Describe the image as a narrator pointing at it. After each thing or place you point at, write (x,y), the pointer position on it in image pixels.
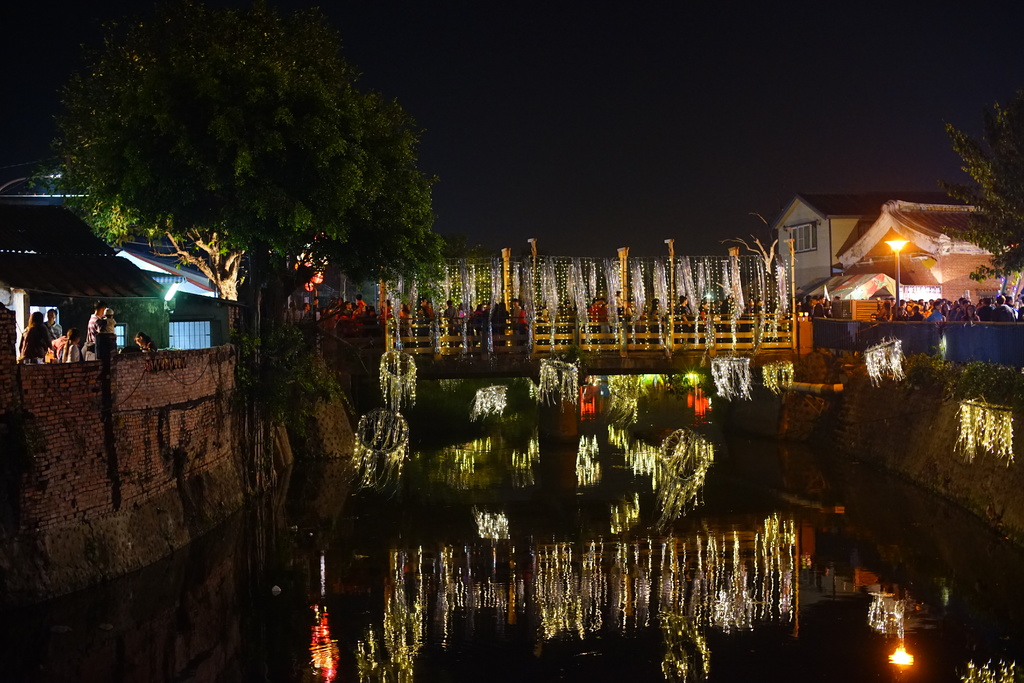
In this image there is water (521,499). There is the land (947,402) on the either sides of the image. There is a bridge (653,334) on the water (377,552). There are many people (807,311) standing. There are houses (119,254) on either sides of the image. There are street lights (898,246) and trees (291,169) in the image. At the top (624,114) there is the sky (627,94).
